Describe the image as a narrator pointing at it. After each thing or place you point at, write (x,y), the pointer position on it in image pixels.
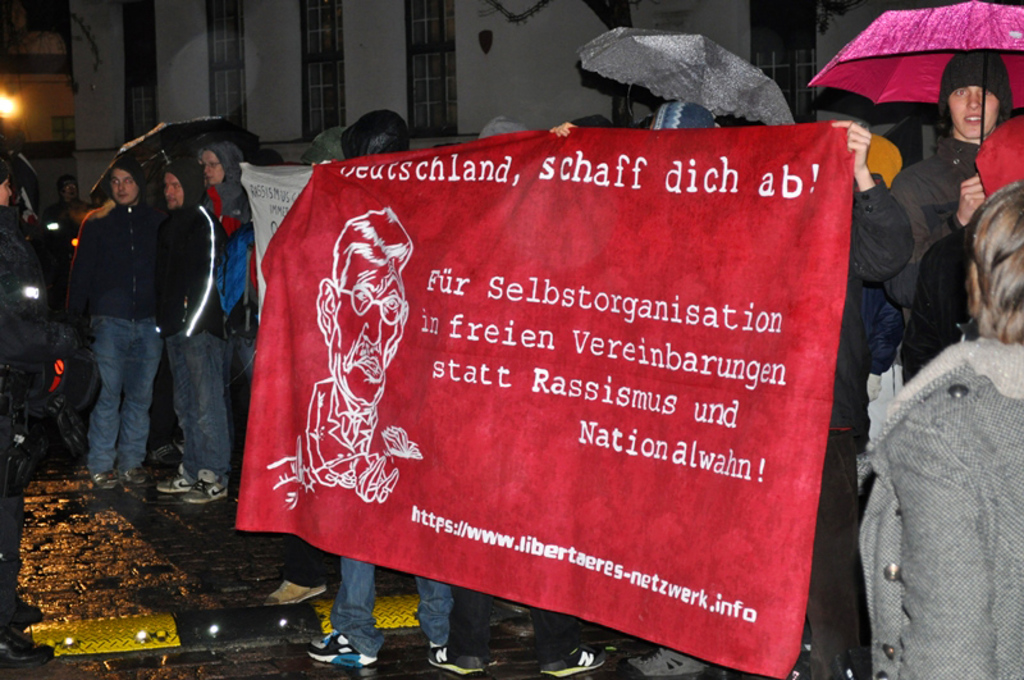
In this image in the center (565,378) there is a banner (645,379) which is red in colour and there are some texts (567,290) written on the banner (501,317) and there are persons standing and holding banner (637,276). On the left side (168,217) there are persons (152,247) standing and on the right side (944,200) there is a person (942,198) standing and holding an umbrella (936,99) which is pink in colour and there are umbrellas (173,153) in the background (718,55).
